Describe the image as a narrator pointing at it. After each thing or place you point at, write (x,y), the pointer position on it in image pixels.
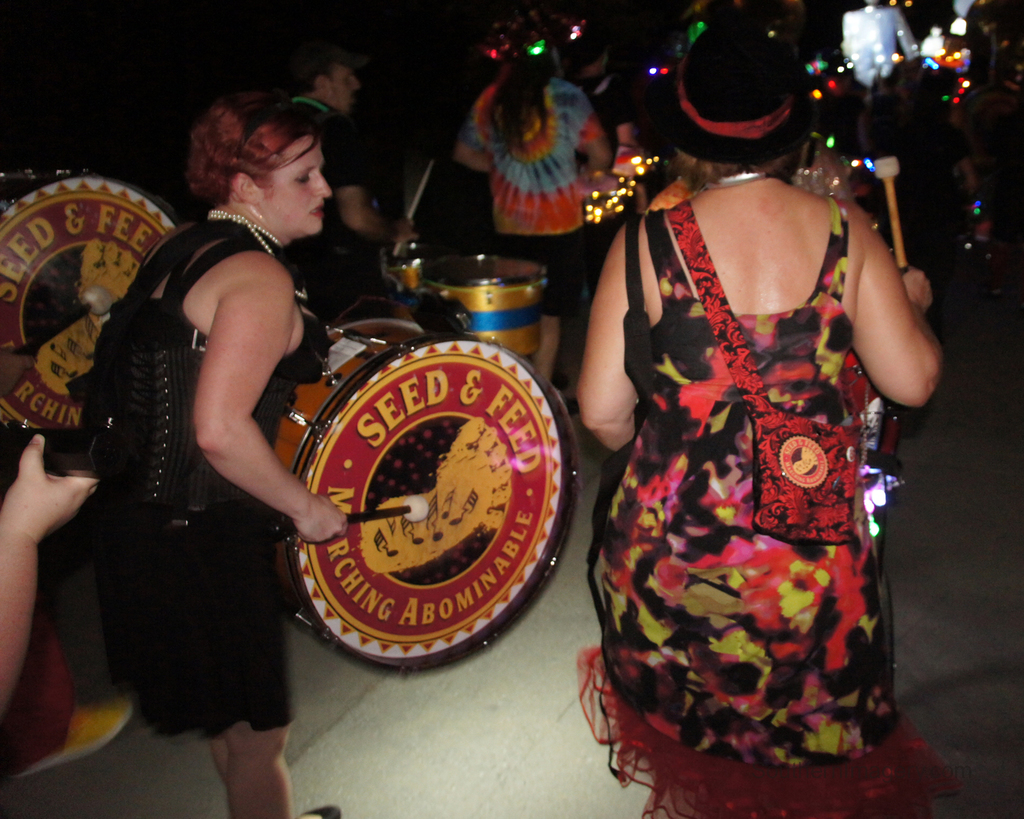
In this picture we can see some people (568,176) are standing and playing drums (374,589), there is a dark background (93,39).
